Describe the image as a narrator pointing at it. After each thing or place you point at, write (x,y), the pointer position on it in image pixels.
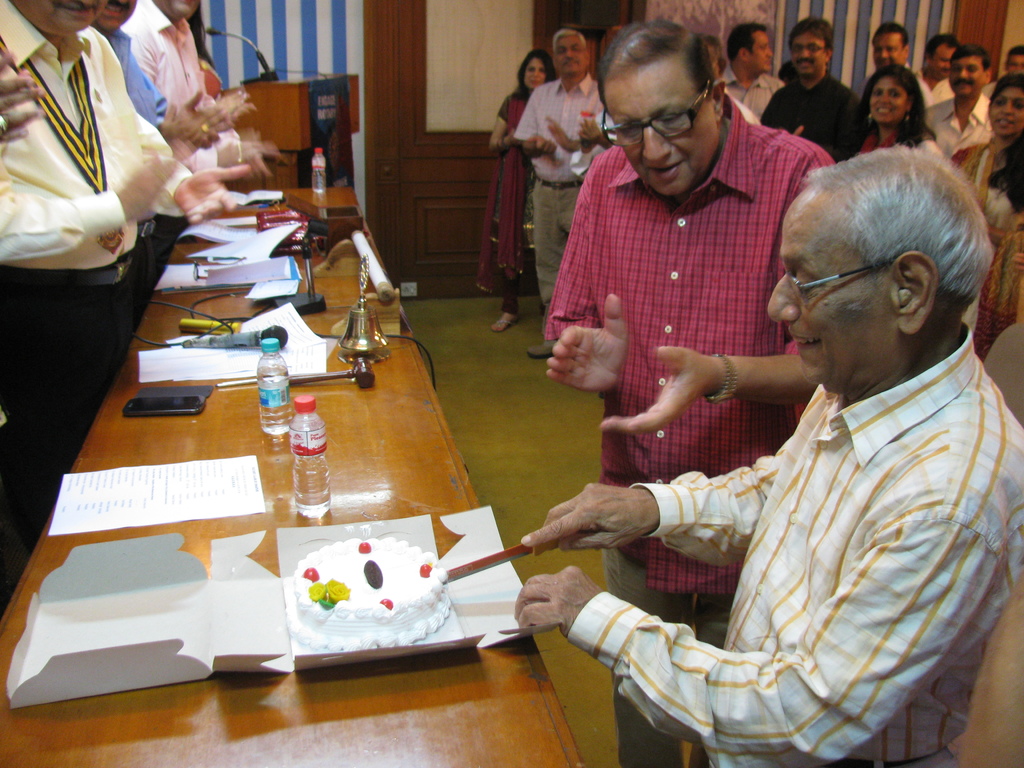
There is a man (926,236) standing on the right side (853,187). He is cutting a cake (425,595) which is on this wooden table (415,730). In the background (1008,143) there are a few people (838,126) who are standing and they are smiling.
